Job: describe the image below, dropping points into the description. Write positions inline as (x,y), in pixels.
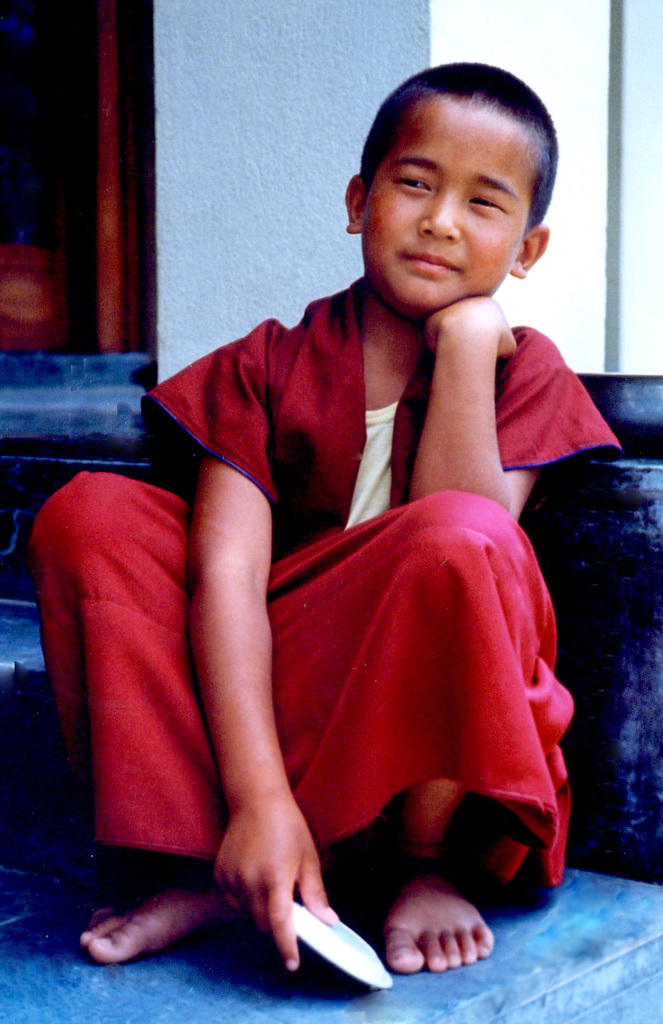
In the middle of the image (304,537) a boy (465,71) is sitting and holding something in his hand (276,831). Behind him we can see a wall (580,16).
